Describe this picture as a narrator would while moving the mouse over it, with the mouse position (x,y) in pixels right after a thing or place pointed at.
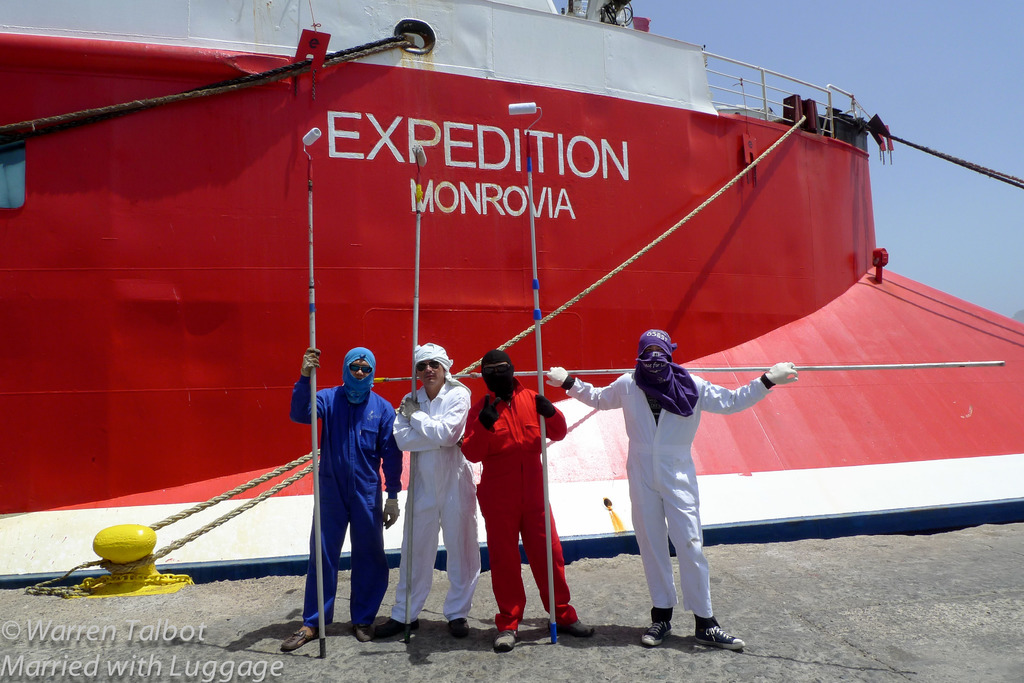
In the background (935,33) we can see the sky (933,31). In this picture we can see ship (592,344) and there is something written on it. We can see the people (550,421) holding objects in their hands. We can see ropes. In the bottom left corner of the picture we can see watermark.
